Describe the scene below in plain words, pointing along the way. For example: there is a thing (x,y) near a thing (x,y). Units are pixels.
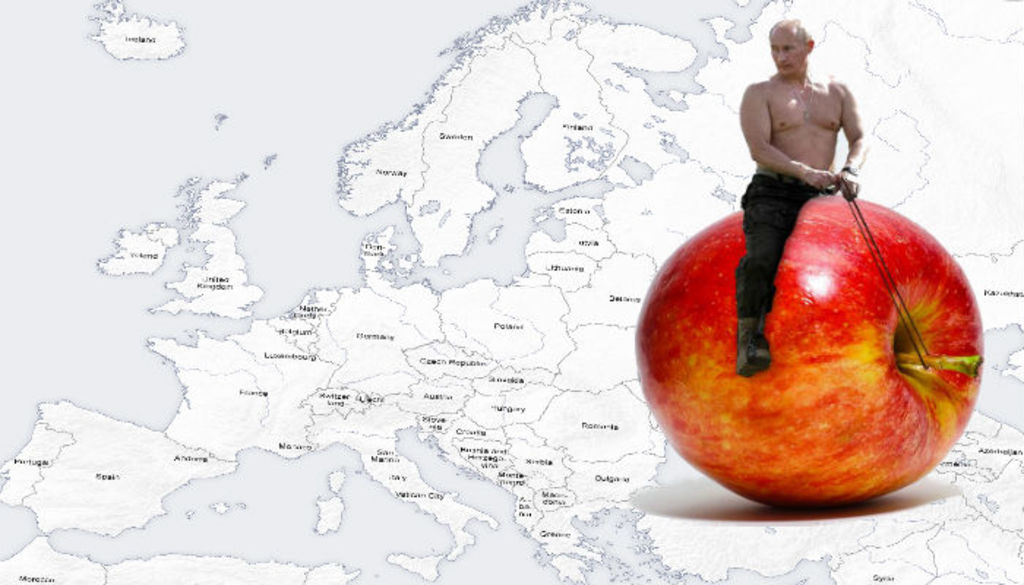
In this picture we can see a man (745,109) sitting on an apple (821,488), holding ropes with his hands (814,182) and in the background (455,230) we can see a world map (298,198).
